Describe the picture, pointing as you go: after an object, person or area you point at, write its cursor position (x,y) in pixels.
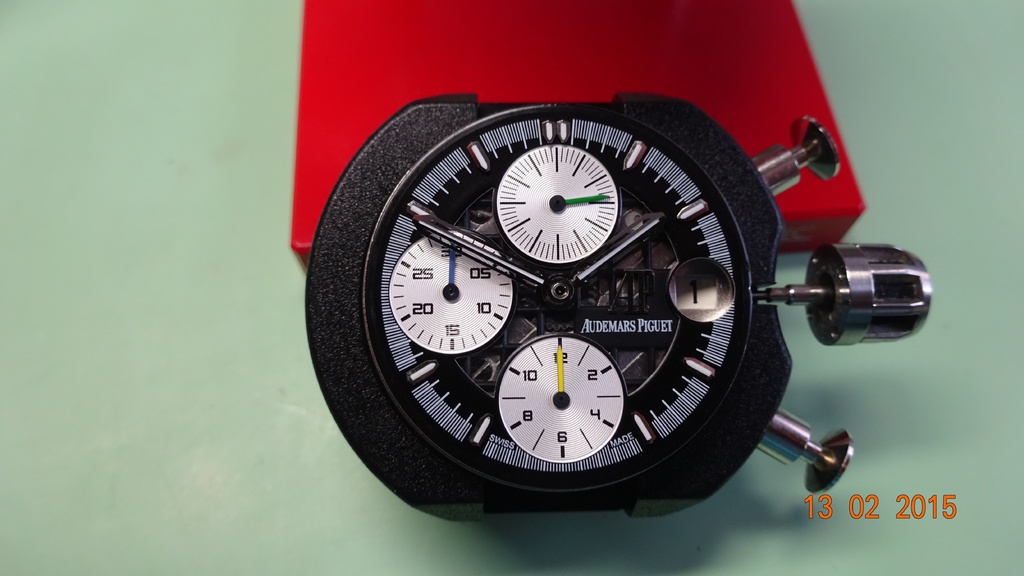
In this image I can see a gadget (559,321). In the background (516,85), I can see a red box (506,45).
